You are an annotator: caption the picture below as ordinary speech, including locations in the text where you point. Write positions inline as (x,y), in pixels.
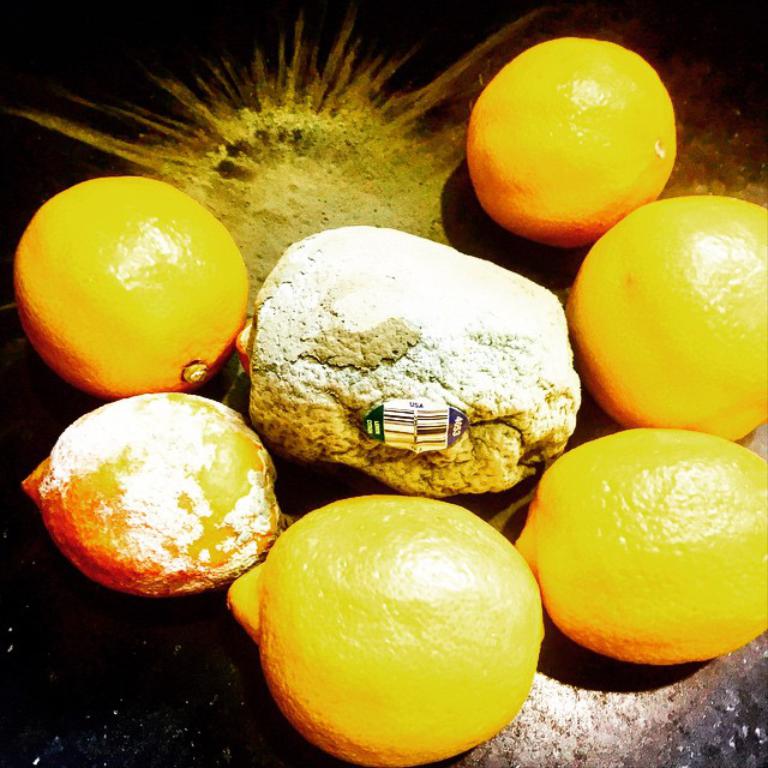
In this picture there are fruits (453,277) and there is a sticker (418,419) on it. At the bottom (144,706) there is a black background (154,703).
